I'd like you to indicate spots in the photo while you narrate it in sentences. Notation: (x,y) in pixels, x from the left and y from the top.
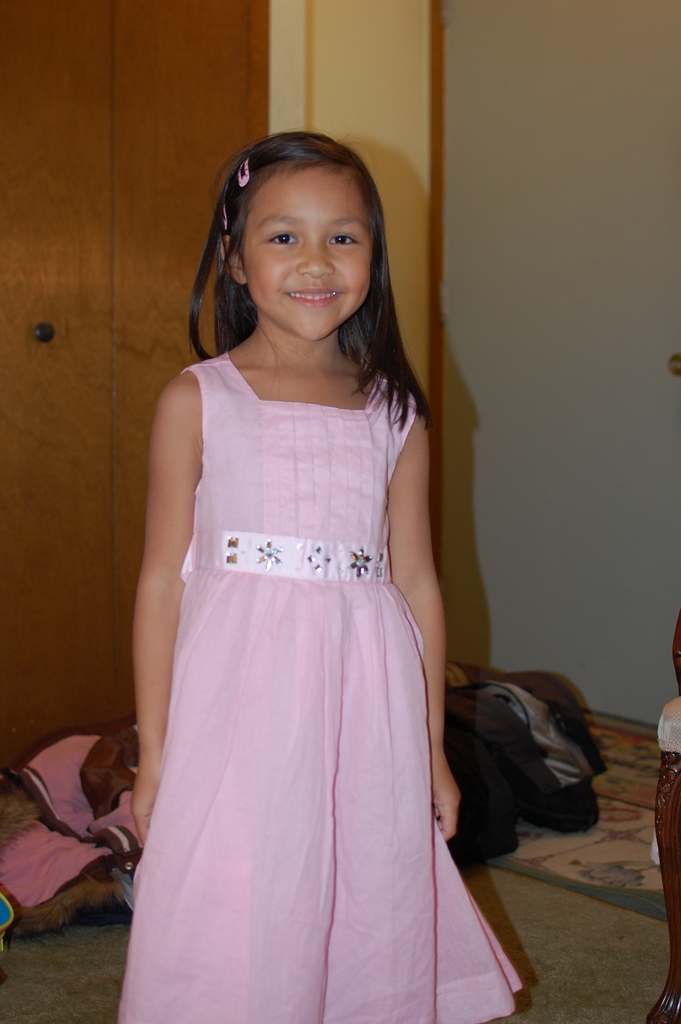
This image consists of a girl (324,907) wearing a pink dress (357,955). At the bottom (609,988), there is a floor (609,921). In the background (87,343), we can see a cupboard (93,210) and a wall (573,624). And there is a jacket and a bag (523,774) on the floor (566,907).
